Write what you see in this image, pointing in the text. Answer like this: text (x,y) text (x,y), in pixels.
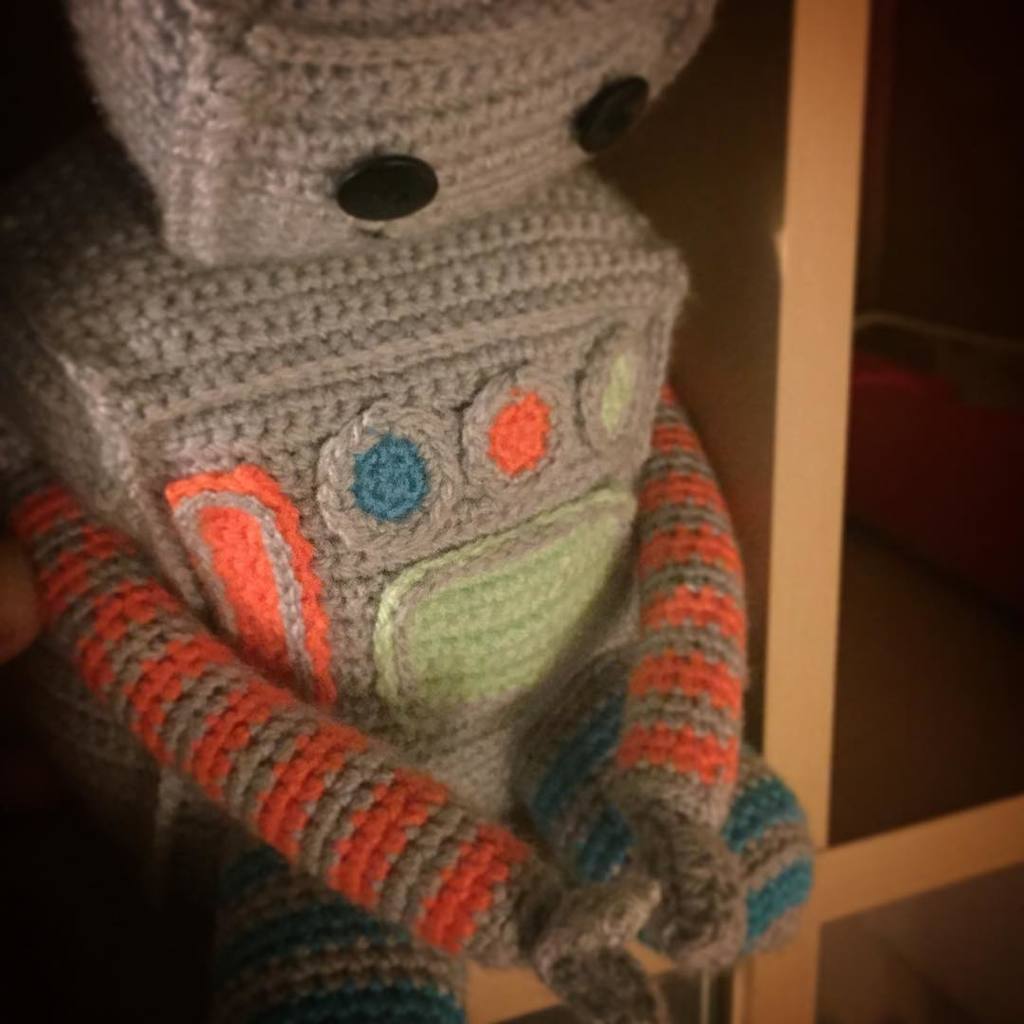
In this picture I can see there is a toy (542,506), it is placed on a wooden shelf (738,437) and it has black color buttons (392,169).
